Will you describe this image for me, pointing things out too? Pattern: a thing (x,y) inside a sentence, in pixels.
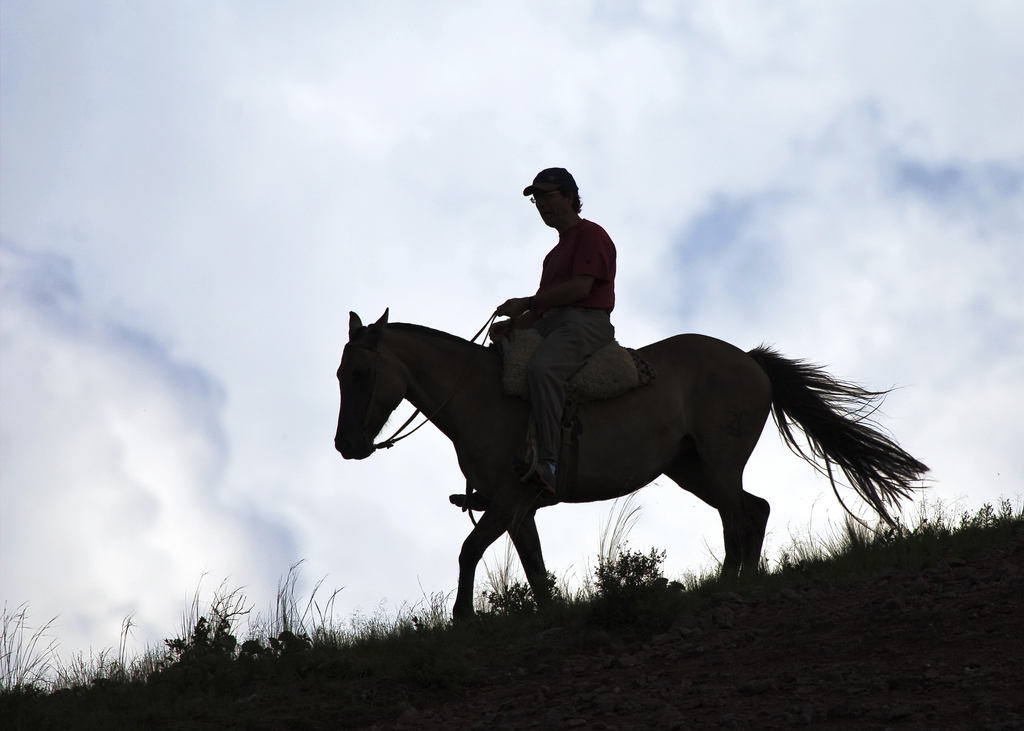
This image consists of a man (543,315) sitting on a horse (517,410). At the bottom (526,678), there is a ground (875,659). In the background (809,126), there are clouds (308,247) in the sky (284,244). The man (550,437) is wearing a cap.
